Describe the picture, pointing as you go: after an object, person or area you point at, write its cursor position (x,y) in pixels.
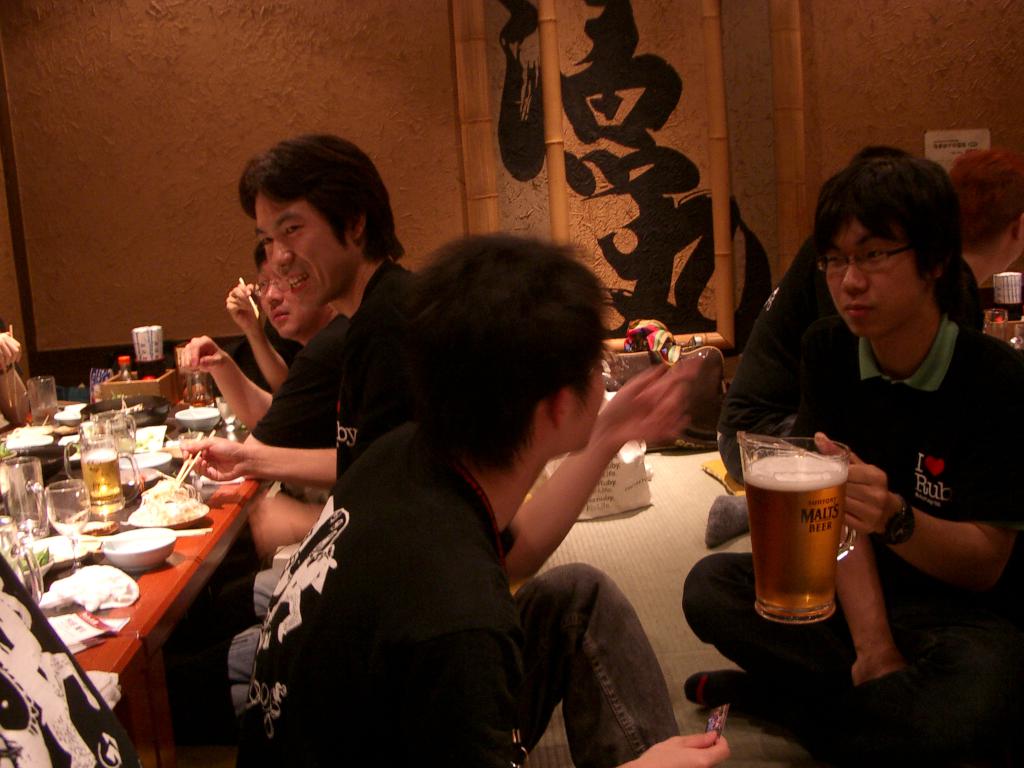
this picture shows a group of people (718,504) seated and we see glasses (119,453) and bowls (164,531) and some food (161,511) on the table (220,533) and we see a person (883,438) holding beer glass (802,471) in his hand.
